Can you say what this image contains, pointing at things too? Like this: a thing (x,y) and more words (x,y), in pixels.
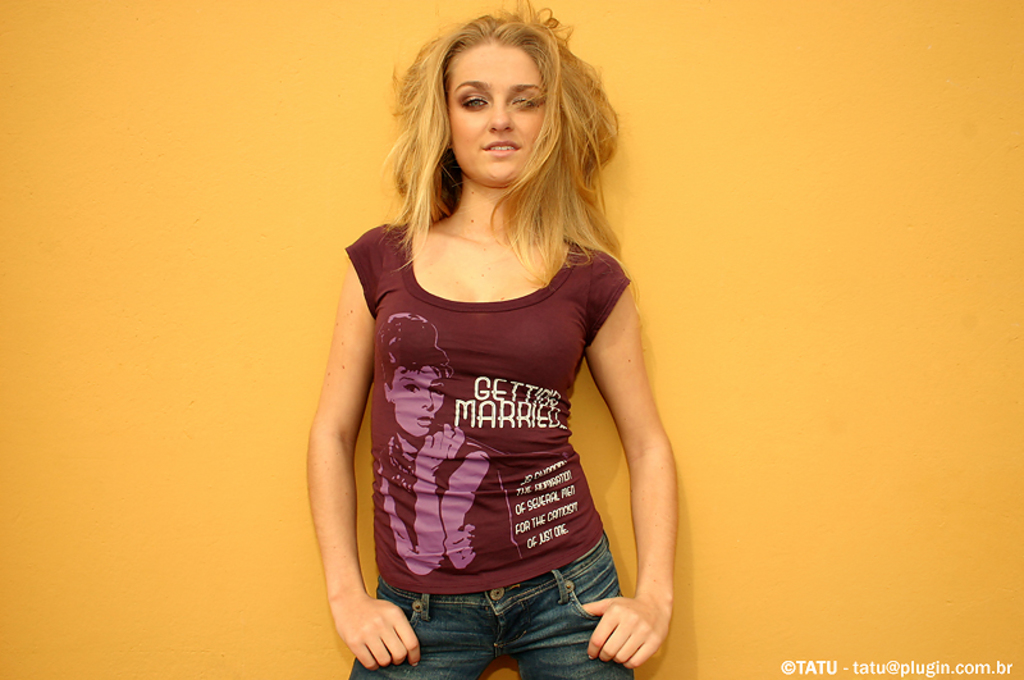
In this picture there is a woman (477,163) with brown color t-shirt (419,470) is standing and there is text (536,427) and there is a picture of a woman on the t-shirt (441,548). At the back (801,605) there is a yellow color background (1013,128). At the bottom right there is text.
